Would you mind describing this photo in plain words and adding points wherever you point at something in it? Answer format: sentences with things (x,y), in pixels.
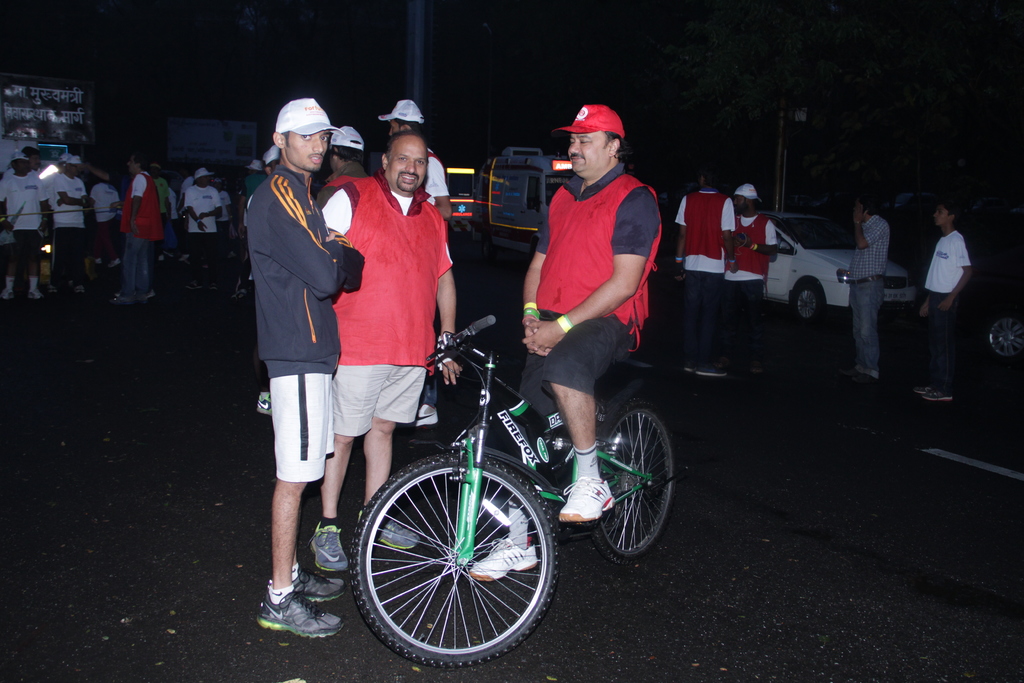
This picture is of outside. In the center (558,232) there is a man (601,220) sitting on the bicycle (508,504) and there are group of persons (327,263) standing. On the right (820,246) we can see a car (787,239) and group of people (860,268) standing. In the background (109,134) we can see the boards (176,128), Pole (416,27), trees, some vehicles (502,183) and group of people (194,212) standing on the road (23,291).
